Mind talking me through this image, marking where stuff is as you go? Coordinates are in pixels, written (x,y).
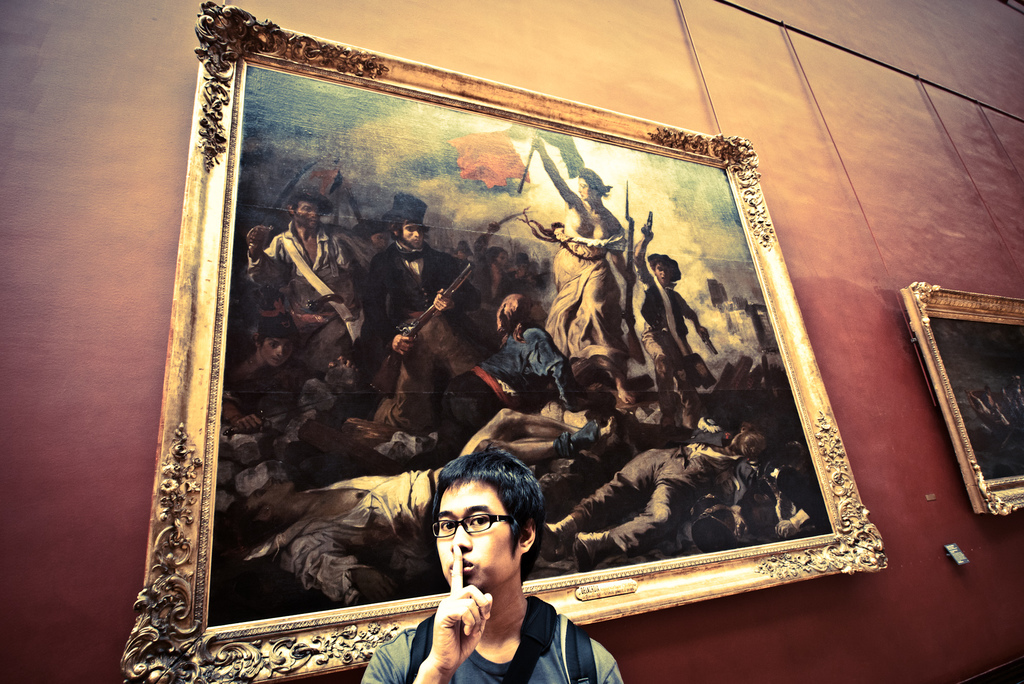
In the foreground of this picture (512,624) we can see a person (473,536) wearing spectacles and in the background (200,94) we can see the picture frames (230,82) containing pictures (600,309) of group of persons (598,325) holding some objects (632,257) and group of persons (665,490) lying on the ground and we can see some other objects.
